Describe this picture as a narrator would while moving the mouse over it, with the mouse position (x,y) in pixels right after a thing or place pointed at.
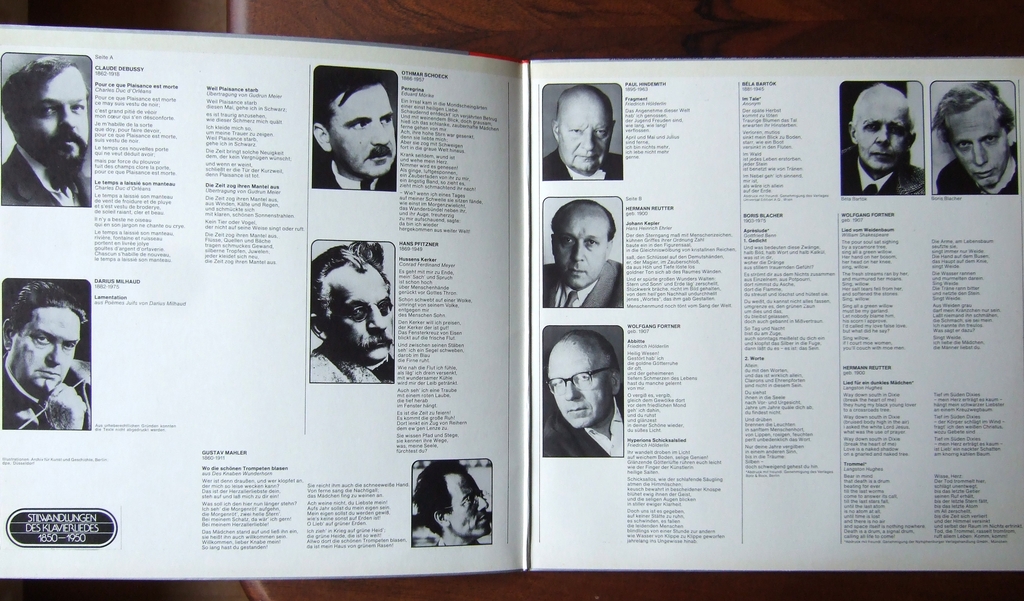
In this image there is a book (649,362) with a few images (58,291) of men (353,294) and there is a text (758,389) on the pages (385,134).
